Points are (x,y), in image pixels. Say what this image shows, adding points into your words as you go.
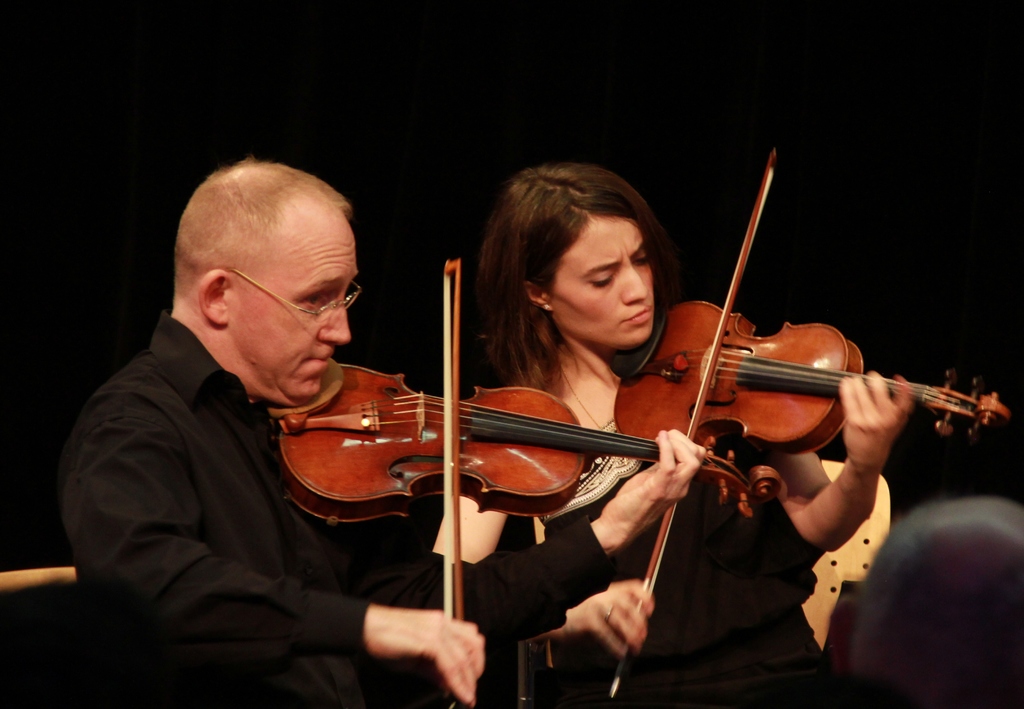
In this image I can see two persons (207,634) playing a violin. The background (426,167) is black in color.
